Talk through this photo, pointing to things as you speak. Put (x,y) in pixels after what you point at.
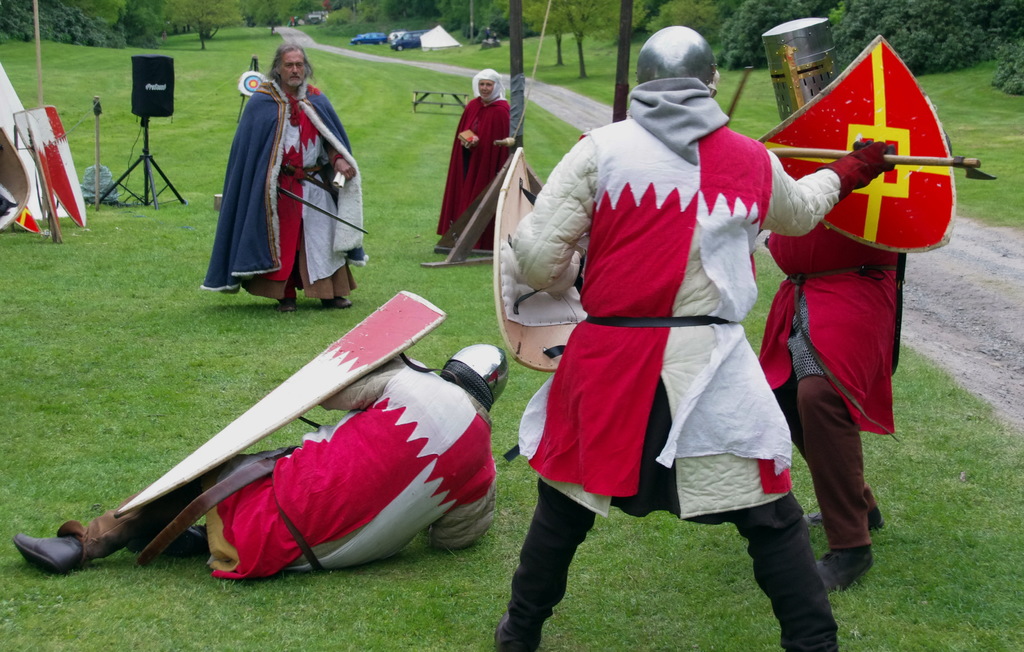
In this image there are two people (646,246) holding weapons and shields (515,225) in their hands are fighting with each other. In front of them there is a person (412,369) lying on the grass surface (274,358) and there are two other people (283,211) standing, behind them there is a tent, speakers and some other objects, In the background of the image (350,106) there is grass (349,112) on the surface (348,88), a few cars (410,33) parked and there is road (441,66) and there are trees (440,16).
